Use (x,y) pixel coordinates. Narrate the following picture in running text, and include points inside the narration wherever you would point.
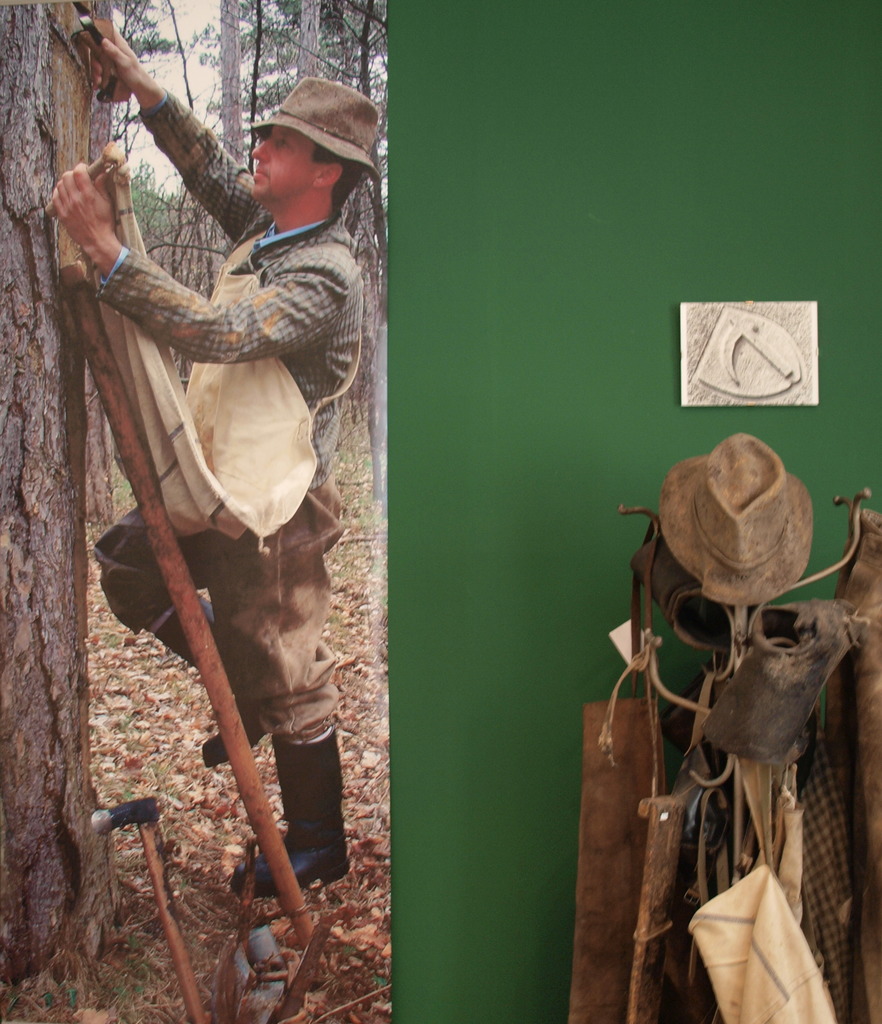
On the left side of the image (218,426) we can see this person (121,257) wearing shirt (155,330) and long boots (334,780) is standing on the ladder (290,916) near the tree (49,670) and here we can see the dry leaves (351,726) and trees (366,17) in the background (207,72). On the right side of the image (732,727) we can see caps (744,543) and shoes (818,694) and few more things (786,777) are kept to the stand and we can see the green color wall (611,224) in the background (522,331).
